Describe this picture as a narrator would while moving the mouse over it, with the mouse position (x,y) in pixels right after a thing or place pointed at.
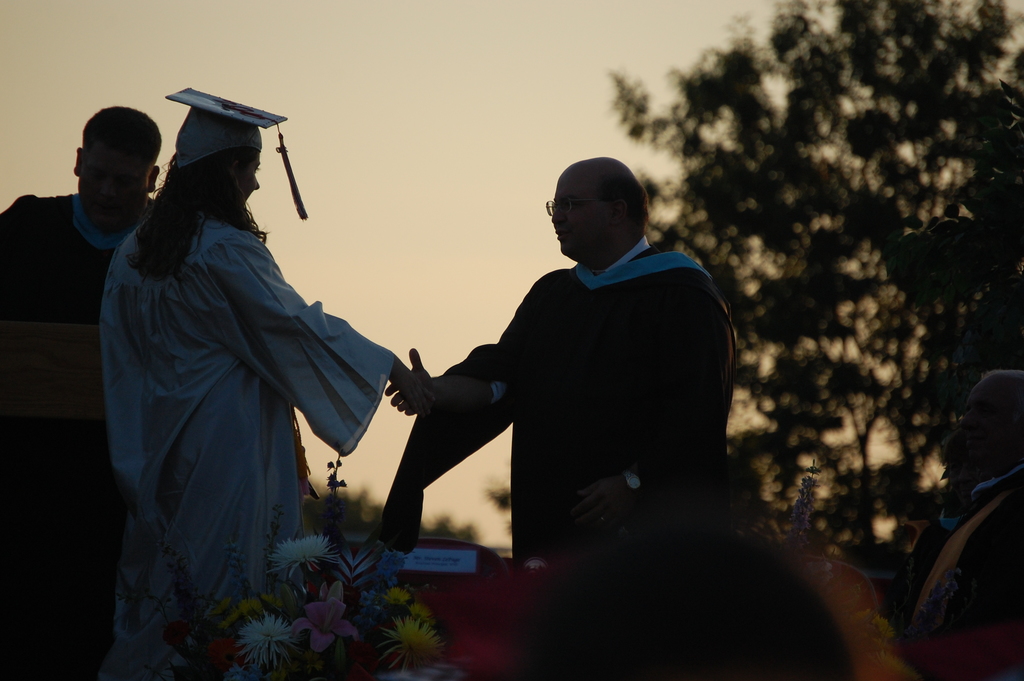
In this image we can see one man (100,180) standing and holding an object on the left side of the image (112,177). There is one person (975,508) sitting on the right side of the image (981,521), one black object (779,589) looks like a person's head (676,597) on the bottom of the image (661,665), some flowers (250,604), one sticker (467,565) with text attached to the object (501,566), some trees (856,378), bottom of the image (559,468) is dark, two persons (283,529) standing and handshaking in the middle of the image (420,389). There is the sky (39,52) in the background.
